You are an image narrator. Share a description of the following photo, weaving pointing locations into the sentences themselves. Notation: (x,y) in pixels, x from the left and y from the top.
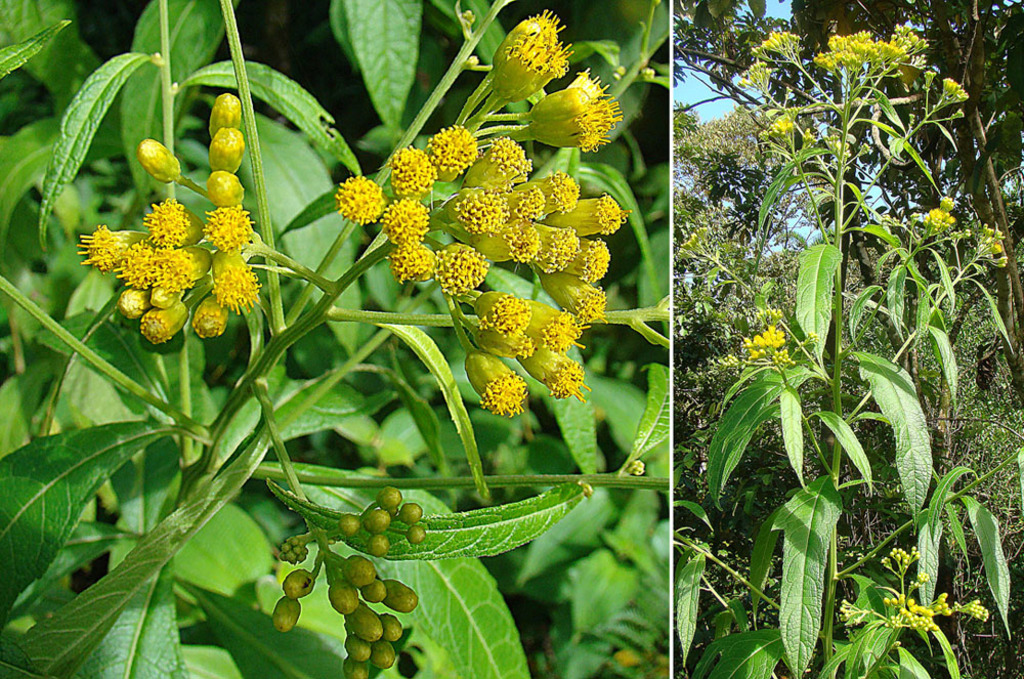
In this picture, we can see a collage image, we can see trees (715,184), plants (803,167), buds (564,225), and the sky (768,252).
